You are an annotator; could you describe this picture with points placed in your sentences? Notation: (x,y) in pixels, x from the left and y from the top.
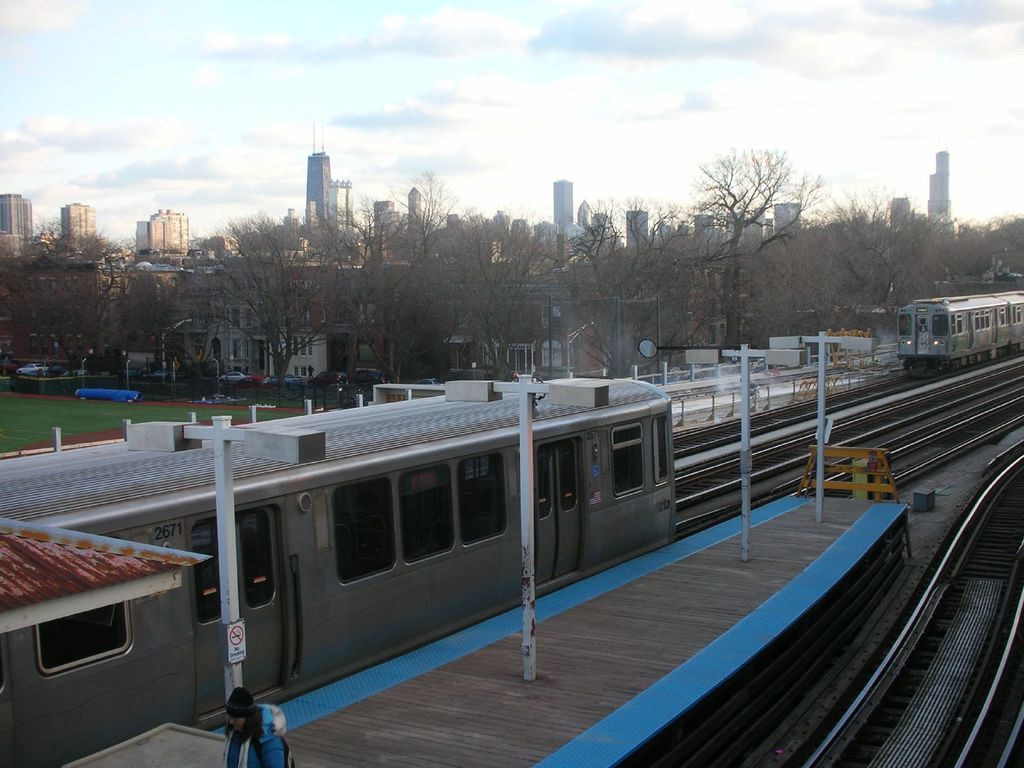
In this picture we can see few trains (637,404) on a railway track (898,393). There is a signboard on the pole (818,449). We can see a barricade (875,484) on the path (290,720). There is a person (255,735) on bottom left (254,755). Some grass (92,403) on the ground (117,413) is visible. There are few trees (156,340), street lights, vehicles (32,367) on the road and some buildings (315,359) in the background (307,228). Sky (207,78) is cloudy.
